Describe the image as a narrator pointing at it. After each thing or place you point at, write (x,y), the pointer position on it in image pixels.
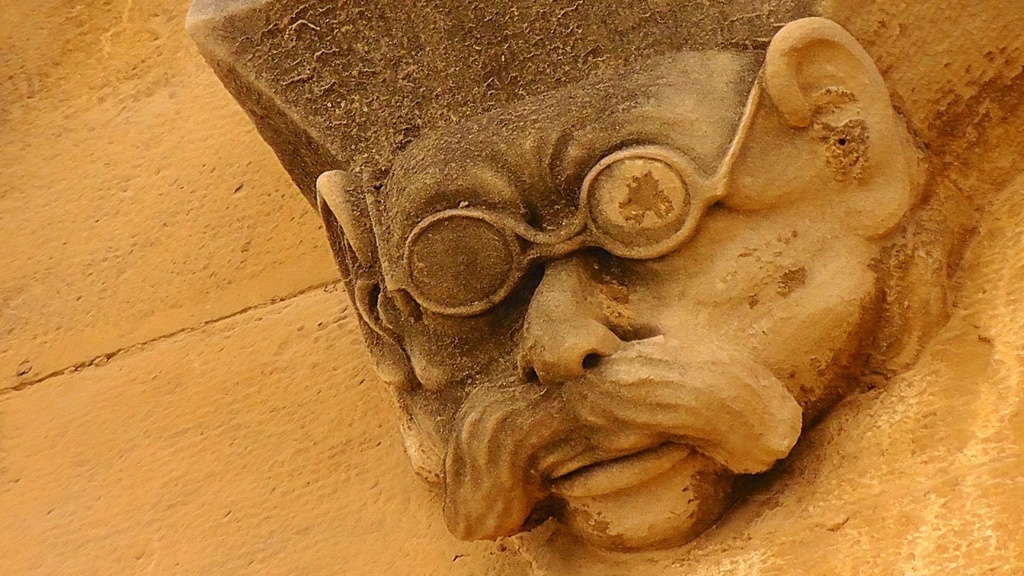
In this image we can see art (534,353) of a human being (613,240) who is wearing spectacles (667,151).
